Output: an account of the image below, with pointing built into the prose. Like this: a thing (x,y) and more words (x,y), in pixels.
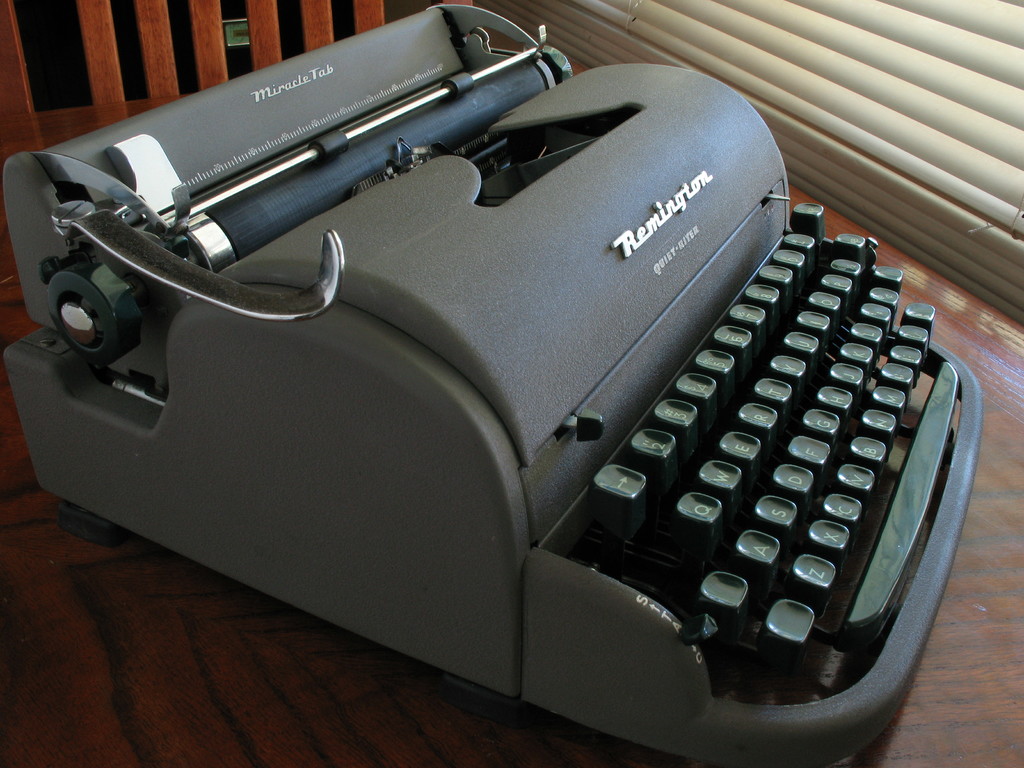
In this image I can see a typewriter (202,368) is placed on a wooden surface (149,628). In the top right (883,183) there is a shutter (891,63).
